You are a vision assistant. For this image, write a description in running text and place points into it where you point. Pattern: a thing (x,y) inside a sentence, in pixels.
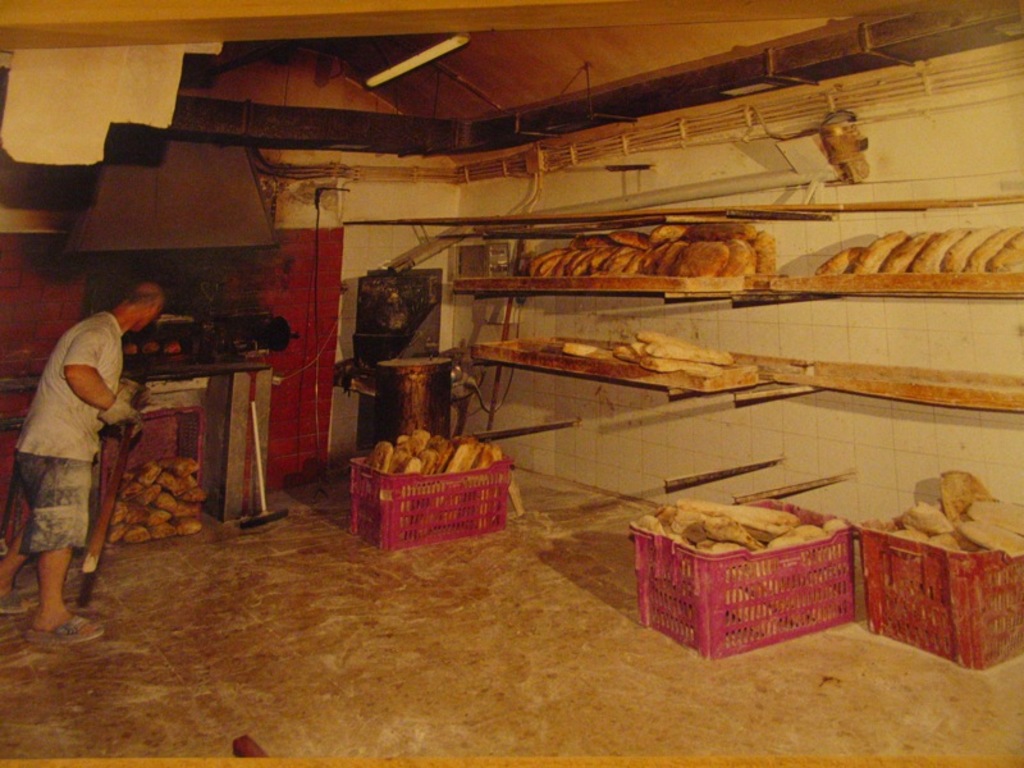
In this picture we can see a person (117,359) holding a stick (117,455) with his hand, standing on the floor (193,568), baskets (918,576), shelves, roof (405,85), some objects (459,240) and in the background (434,169) we can see the walls (626,155).
